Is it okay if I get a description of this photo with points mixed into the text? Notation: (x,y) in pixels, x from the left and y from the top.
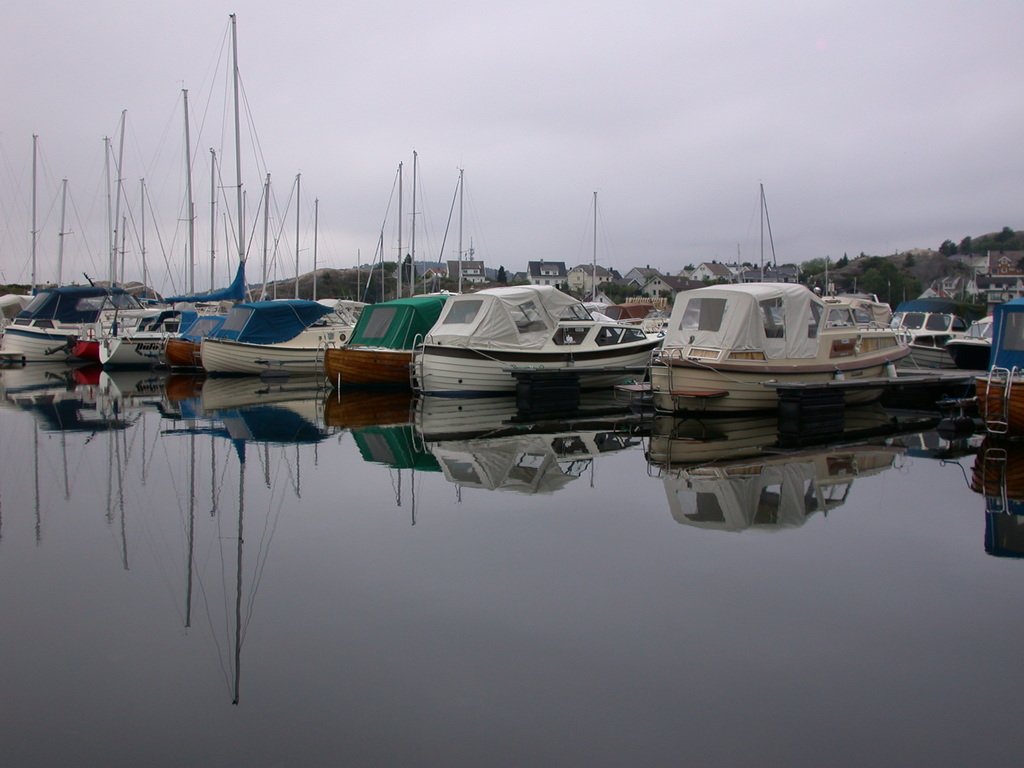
This image is taken outdoors. At the top of the image (419,86) there is the sky (694,88) with clouds (828,105). At the bottom of the image (315,596) there is a pond (645,526) with water (370,697). In the background (911,287) there are many trees (871,280) and plants (885,283) on the ground (919,256) and there are many houses (588,271) and buildings (687,280). In the middle of the image (462,307) there are many boats (663,368) on the river (495,424). There are many poles (212,185) and wires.
